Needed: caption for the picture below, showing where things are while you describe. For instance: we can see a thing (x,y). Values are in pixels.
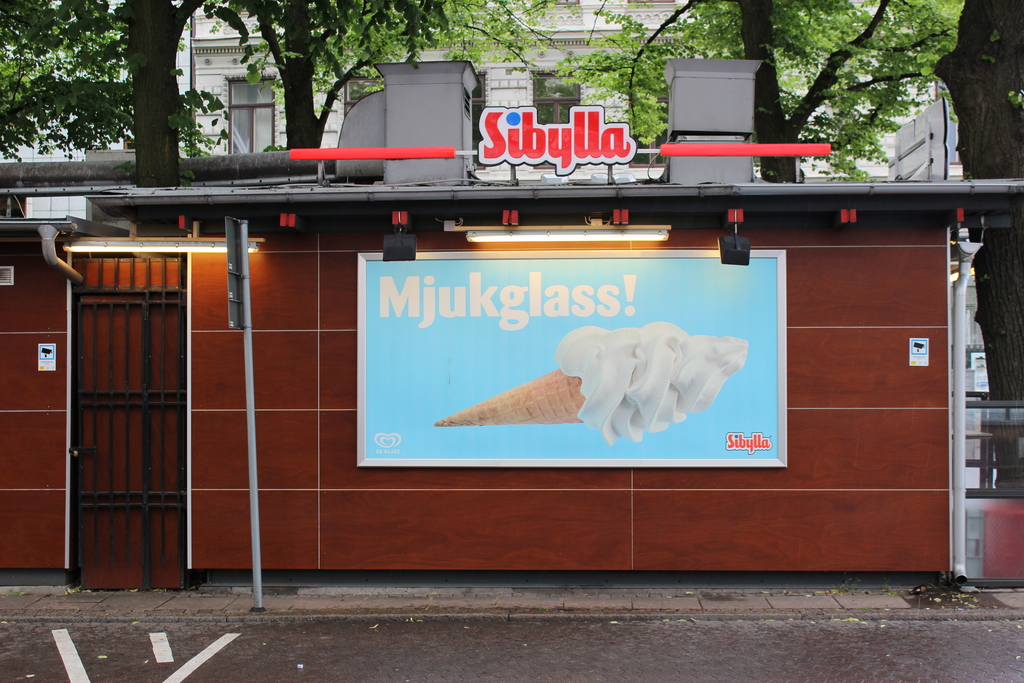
In the middle of this image (575,296) there is a shed (922,379). Here I can see a board (661,331) and two lights (547,238). On the left side (94,335) there is a metal frame (102,491). At the bottom (359,654) there is a road (677,635). In the background (233,112) there are many trees (476,36) and a building (573,31). At the top of this shed (495,200) there is some text (528,143) in red color.
